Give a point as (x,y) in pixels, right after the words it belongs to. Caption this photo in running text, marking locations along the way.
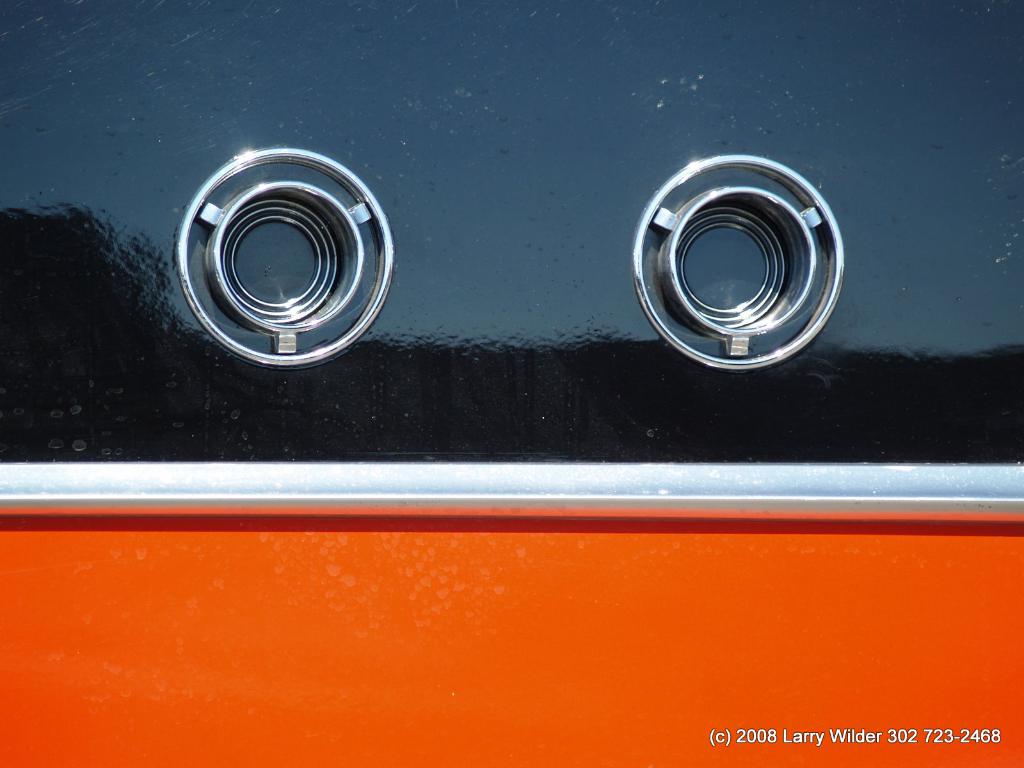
In this picture, we see an object (497,408) in black and orange color. It looks like a car (332,438). In the middle of the picture (672,278), we see the round objects (708,236) which look like the chrome rings (291,157).
